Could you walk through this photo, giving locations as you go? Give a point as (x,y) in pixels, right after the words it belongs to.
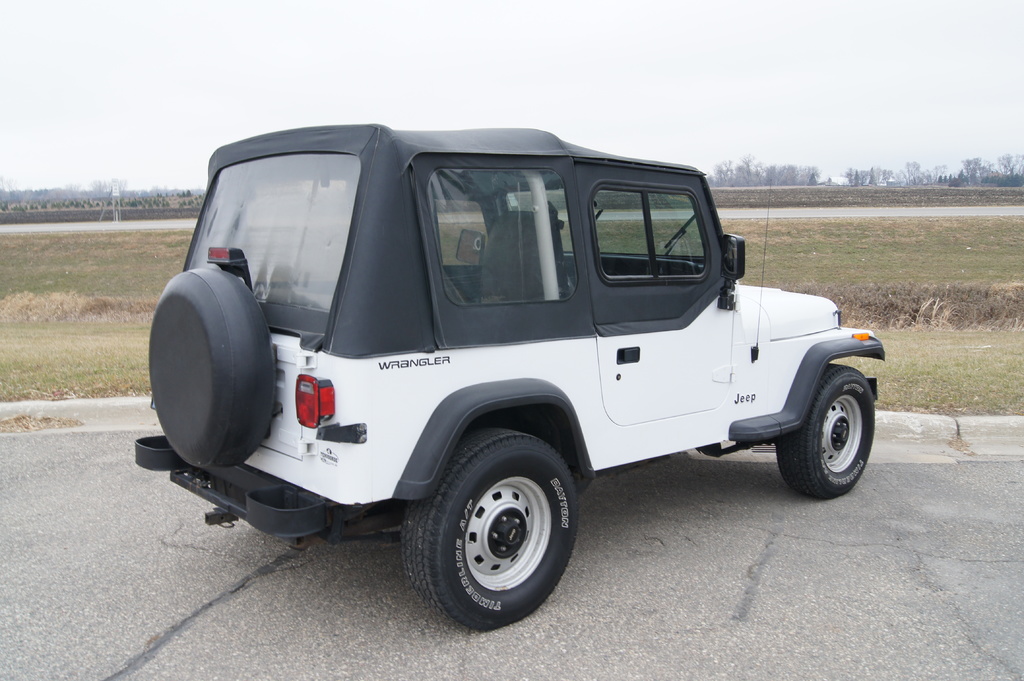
In the middle of the image (594,323) we can see a vehicle (434,364) on the road (648,479), in the background (165,232) we can see grass (901,245) and few trees (746,177).
